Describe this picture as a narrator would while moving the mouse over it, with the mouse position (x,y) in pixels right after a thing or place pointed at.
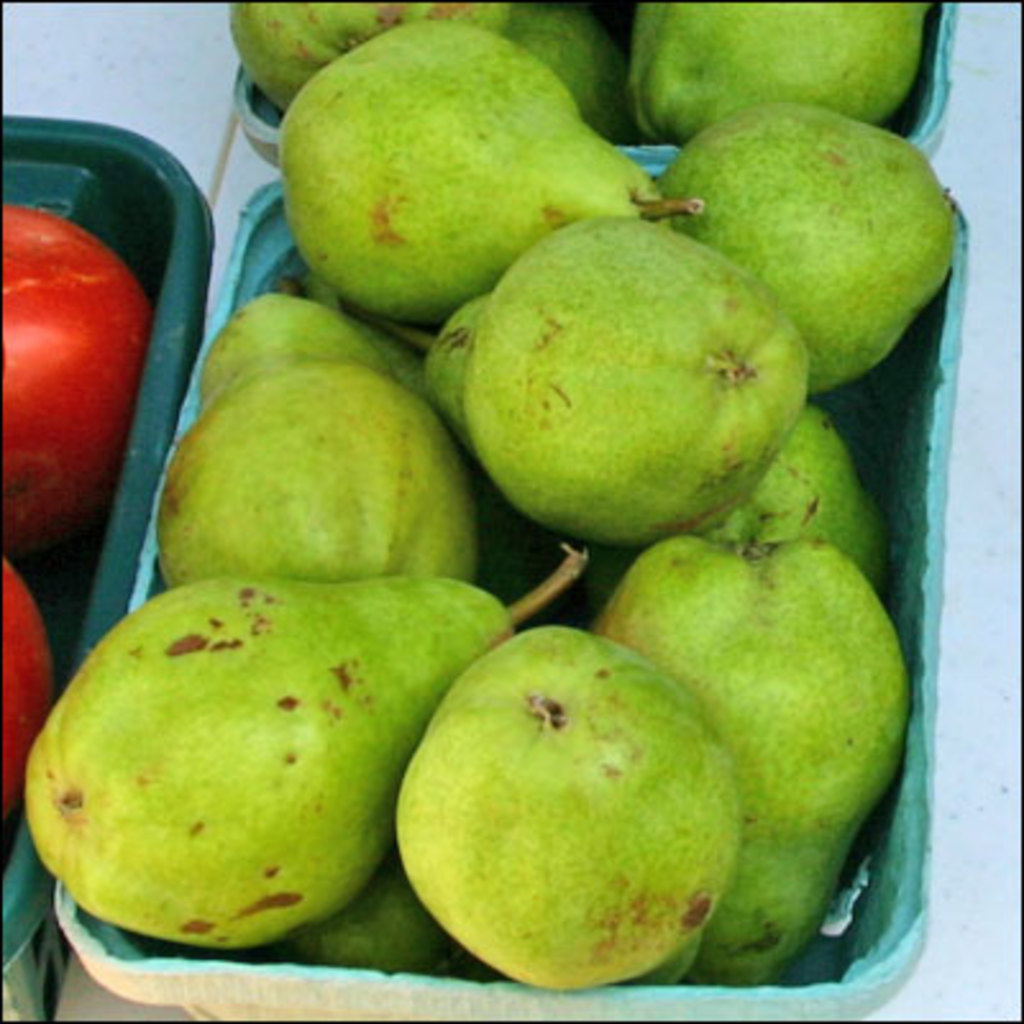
In this image I can see green colour boxes (260,146) and in it I can see number of green colour pears (489,314) and few red colour things (44,387).
